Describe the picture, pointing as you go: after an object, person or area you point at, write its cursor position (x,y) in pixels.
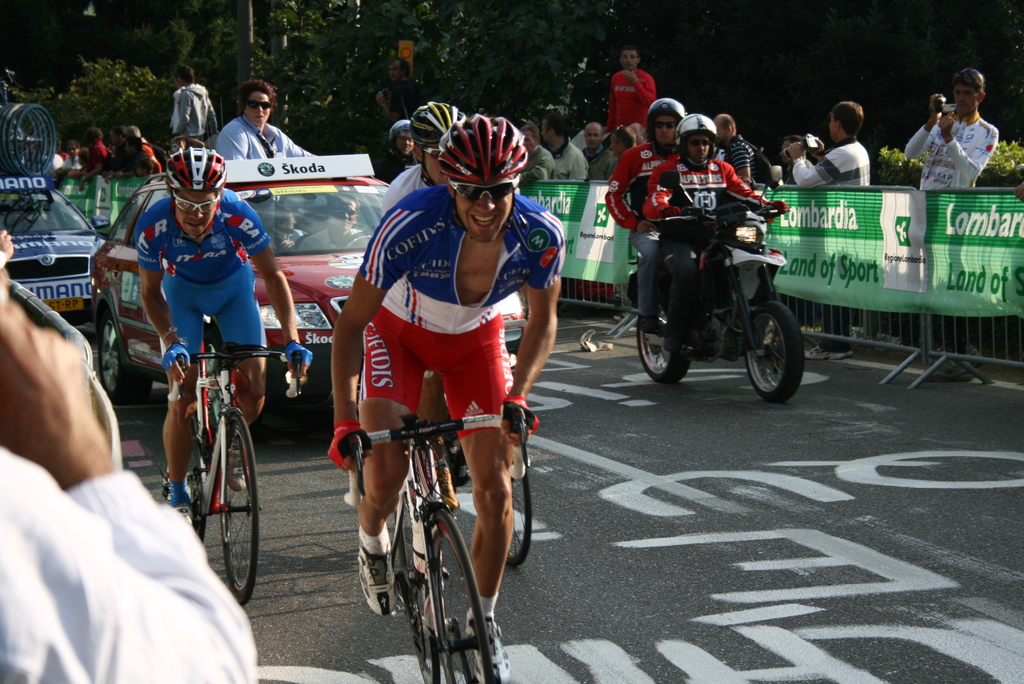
In the image there are few persons (481,529) riding bicycle (491,656) and behind there are cars (323,297) and a motorcycle (740,244) on the road (600,361), on either side there is fence (984,331) with people (927,173) standing behind it clicking pictures, in the back (304,101) there are plants (291,43).
